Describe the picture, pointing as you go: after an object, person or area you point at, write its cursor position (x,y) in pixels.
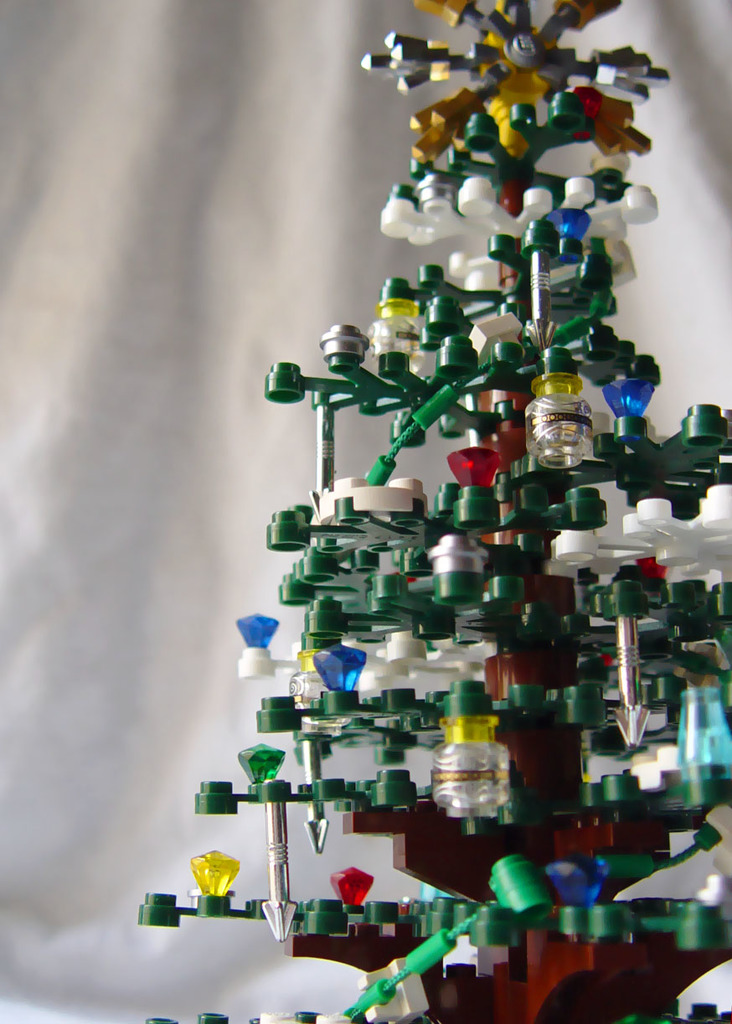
In this picture we can see a decorative Christmas tree (511,771). Background (135,971) it is white.
